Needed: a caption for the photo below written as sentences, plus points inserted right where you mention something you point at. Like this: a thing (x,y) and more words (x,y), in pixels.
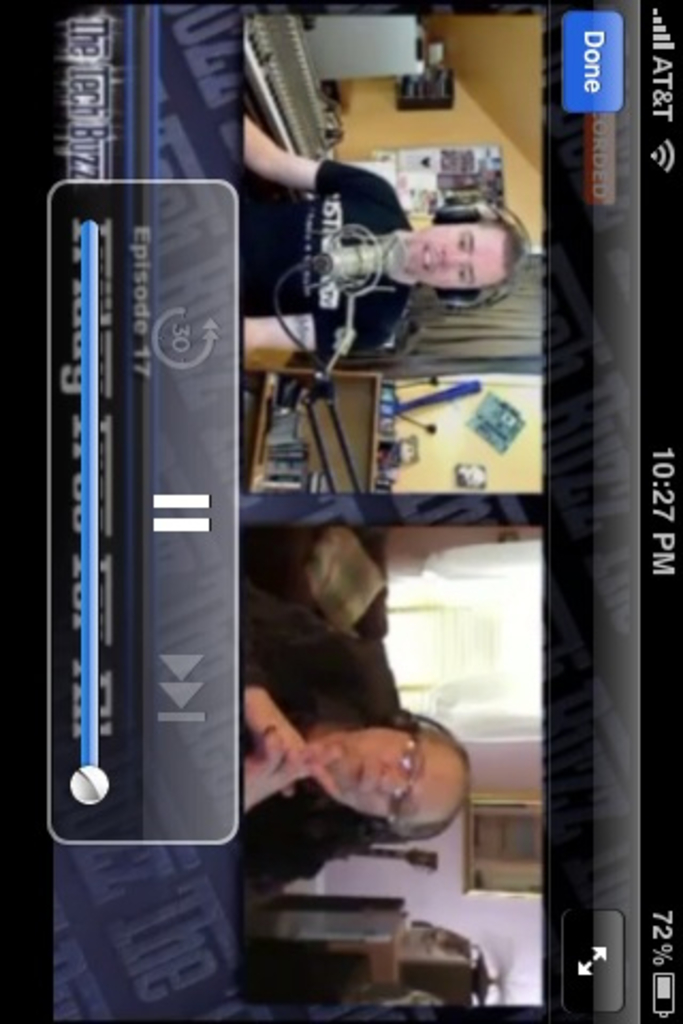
In this image we can see a screenshot of a phone (17,418). In which there are two people (395,313) wearing headphones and there is a mic (352,313). In the background of the image (479,112) there is a wall (475,449). There is a door (425,651).
